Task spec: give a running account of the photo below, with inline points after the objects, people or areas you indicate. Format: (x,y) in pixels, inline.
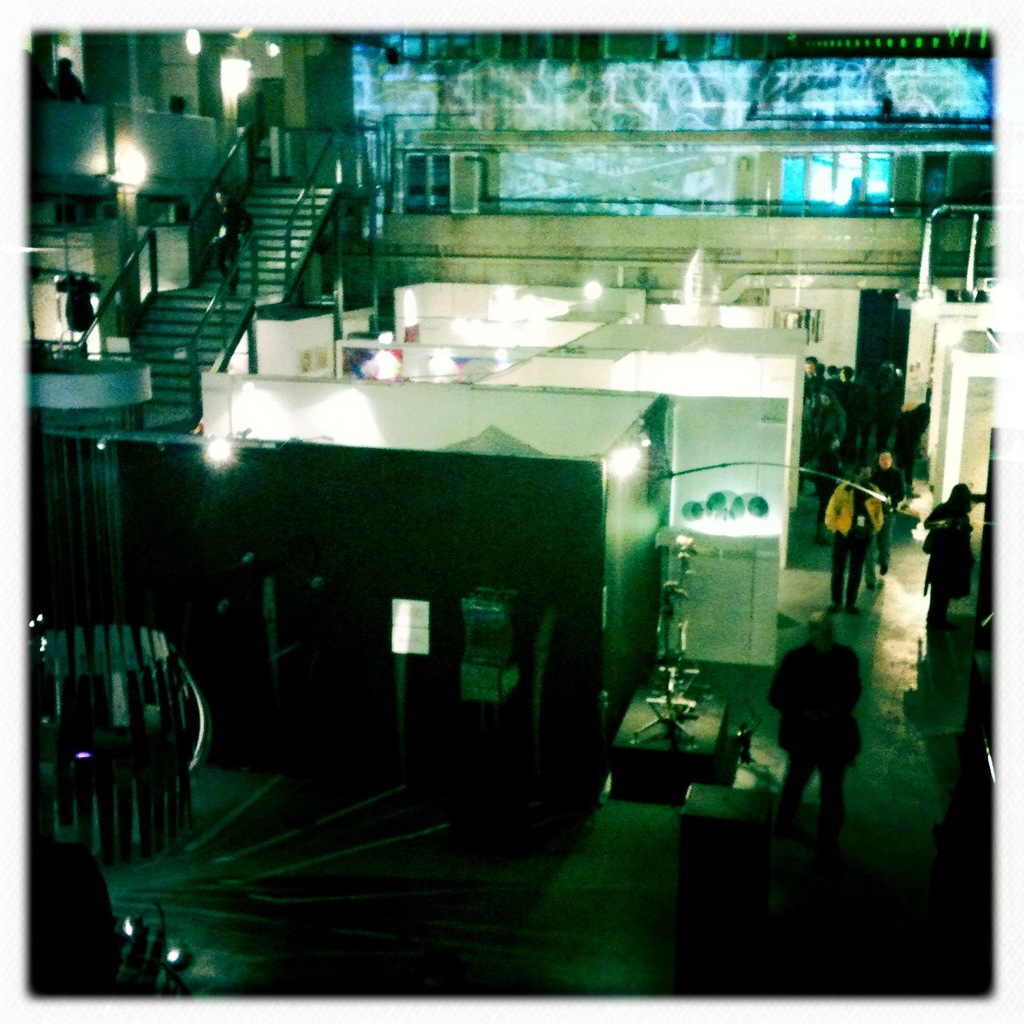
On the left side of the image (186,333) we can see persons (218,243), stairs (220,303) and lights (195,52). On the right side of the image (814,753) we can see persons (874,546) on the floor (844,631). In the center of the image (522,445) there are sheds (561,313).
